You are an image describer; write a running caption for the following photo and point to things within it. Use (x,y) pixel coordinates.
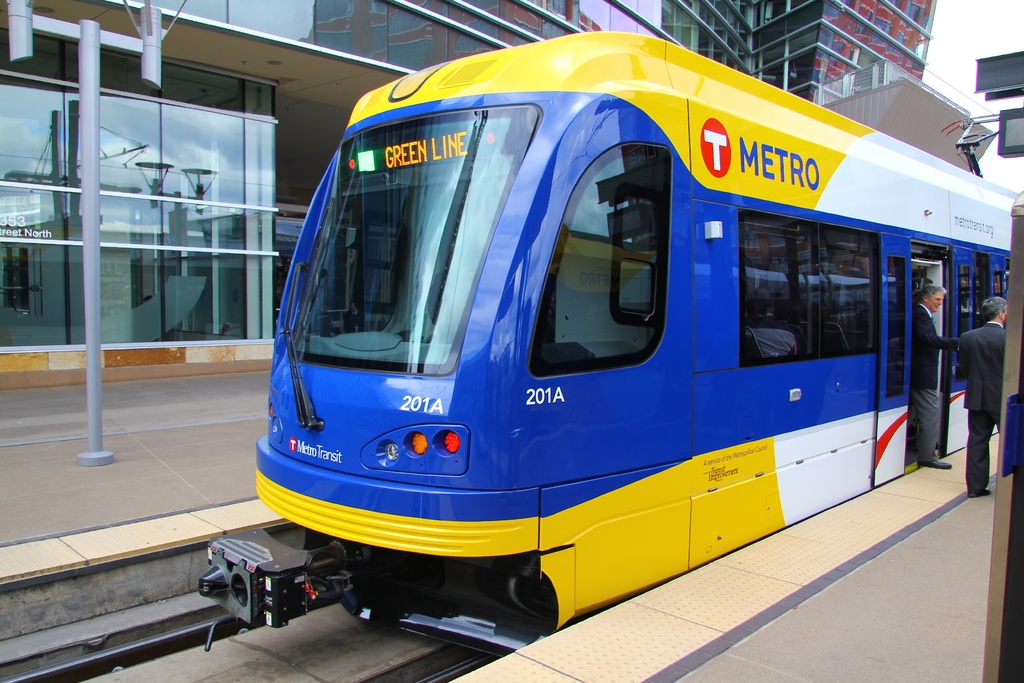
There is a train (681,499) on a railway track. 2 men (921,405) are standing wearing suit (989,359). There are glass buildings (113,100) at the back (808,57).
